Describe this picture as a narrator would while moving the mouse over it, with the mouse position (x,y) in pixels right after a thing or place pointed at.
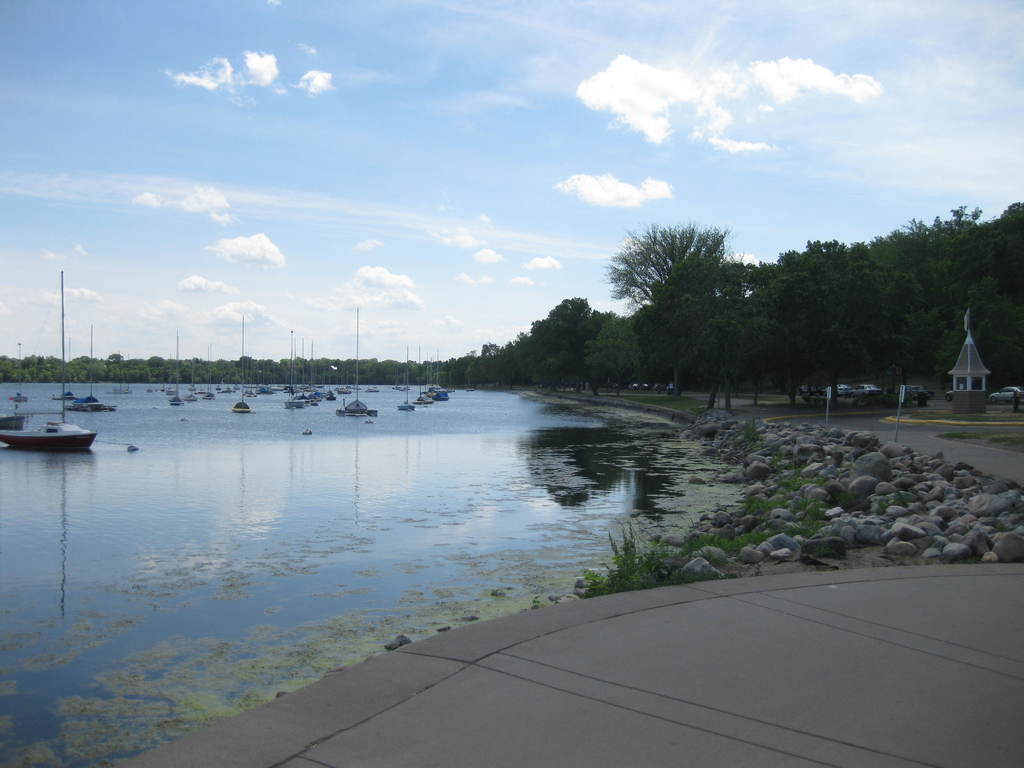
In this image I can see few stones (881,490), water (579,461), in the water (519,433) I can see few boats (55,423). Background (643,324) I can see trees (664,327) in green color, sky (510,177) in blue and white color.
